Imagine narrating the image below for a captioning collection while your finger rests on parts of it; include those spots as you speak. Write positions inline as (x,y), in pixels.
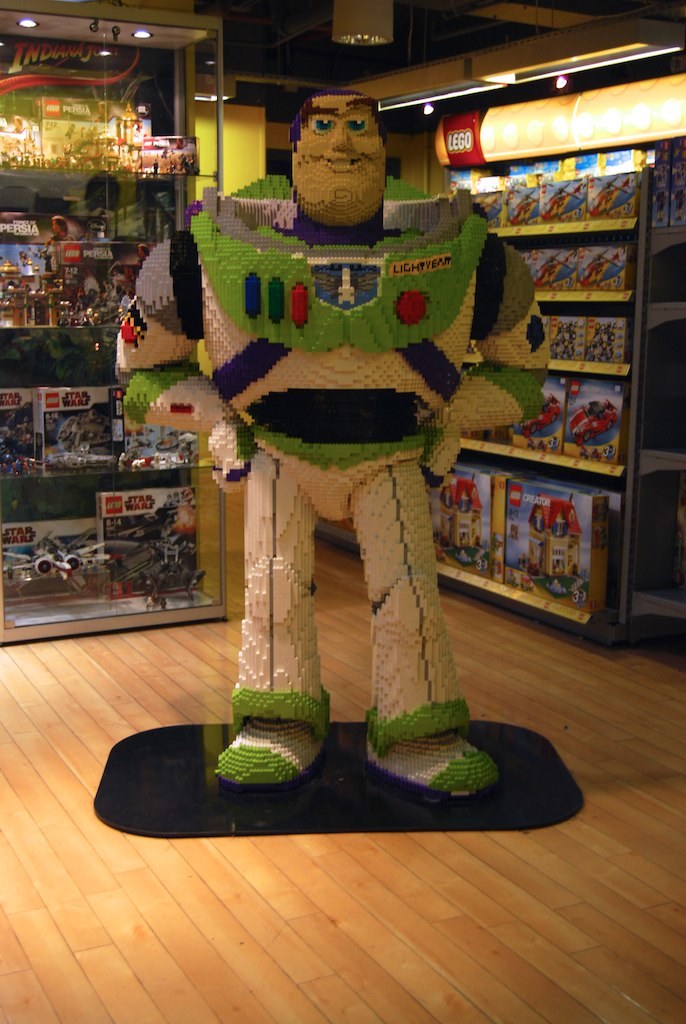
Here in this picture, in the middle (282,369) we can see a buzz light year toy (327,222) present on the floor (317,573) and behind that we can see number of toys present in the racks (577,292) and we can also see lights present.
